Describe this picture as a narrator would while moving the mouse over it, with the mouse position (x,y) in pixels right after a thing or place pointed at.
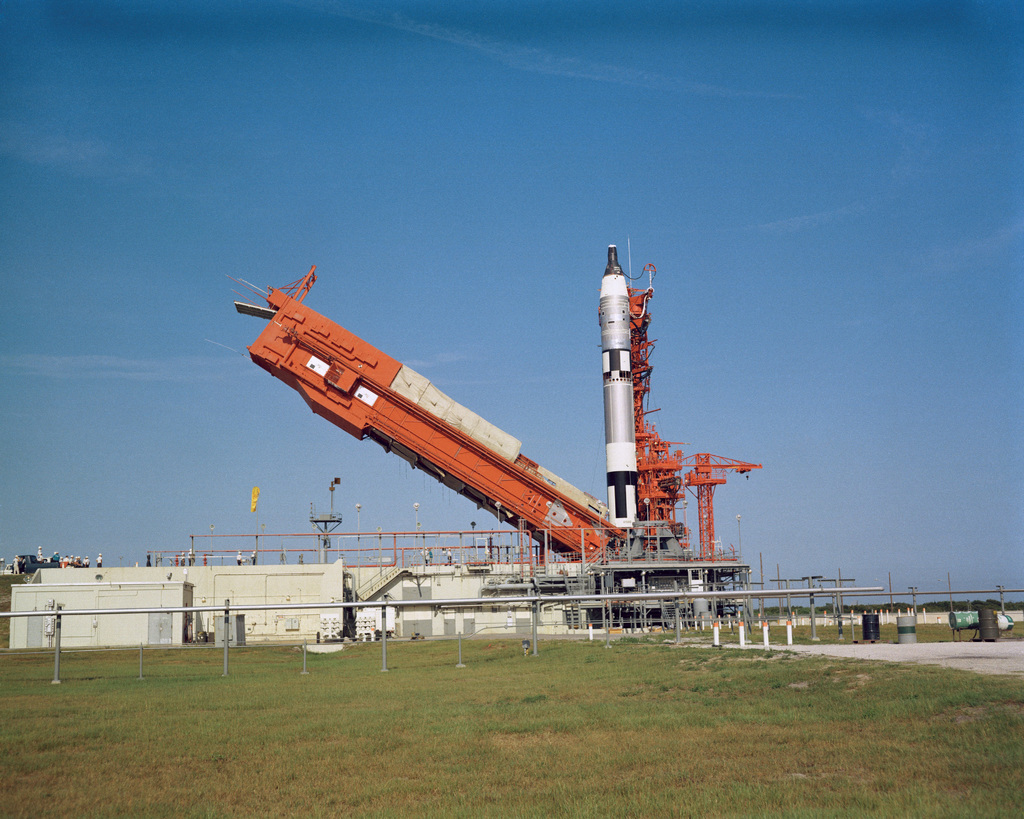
This picture shows a building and we see a rocket (615,276) to the launching pad (681,522) and grass (782,720) on the ground (288,741) and we see a flag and a blue sky (697,177).
